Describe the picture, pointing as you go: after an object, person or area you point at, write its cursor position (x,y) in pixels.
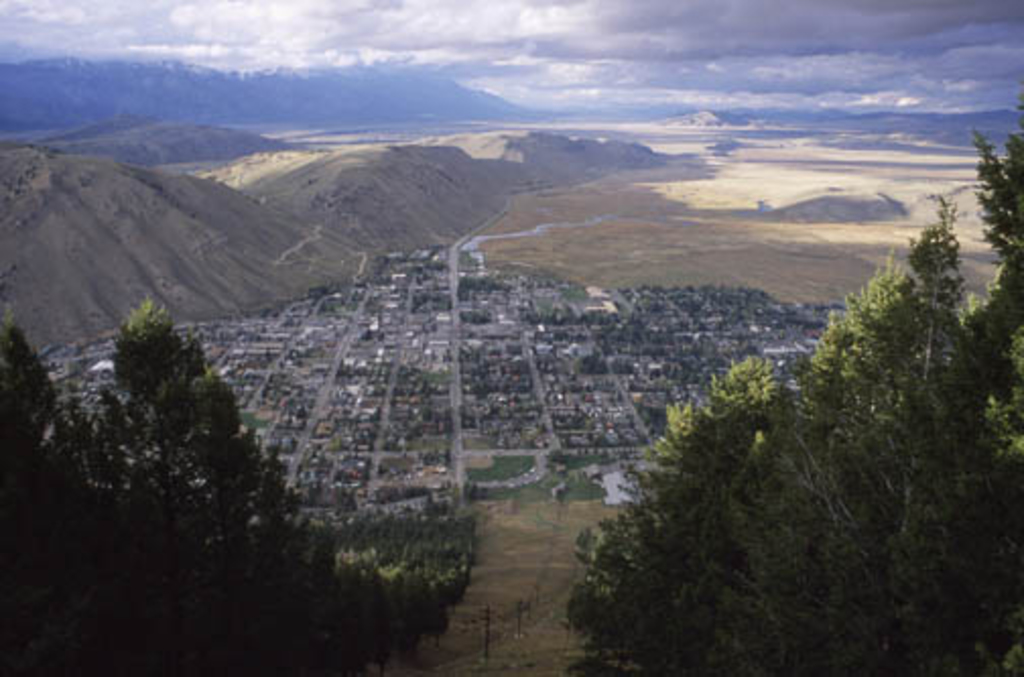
In this image there are trees (646,504), buildings (642,355), roads (534,449), mountains (96,262) and the sky (629,36).
